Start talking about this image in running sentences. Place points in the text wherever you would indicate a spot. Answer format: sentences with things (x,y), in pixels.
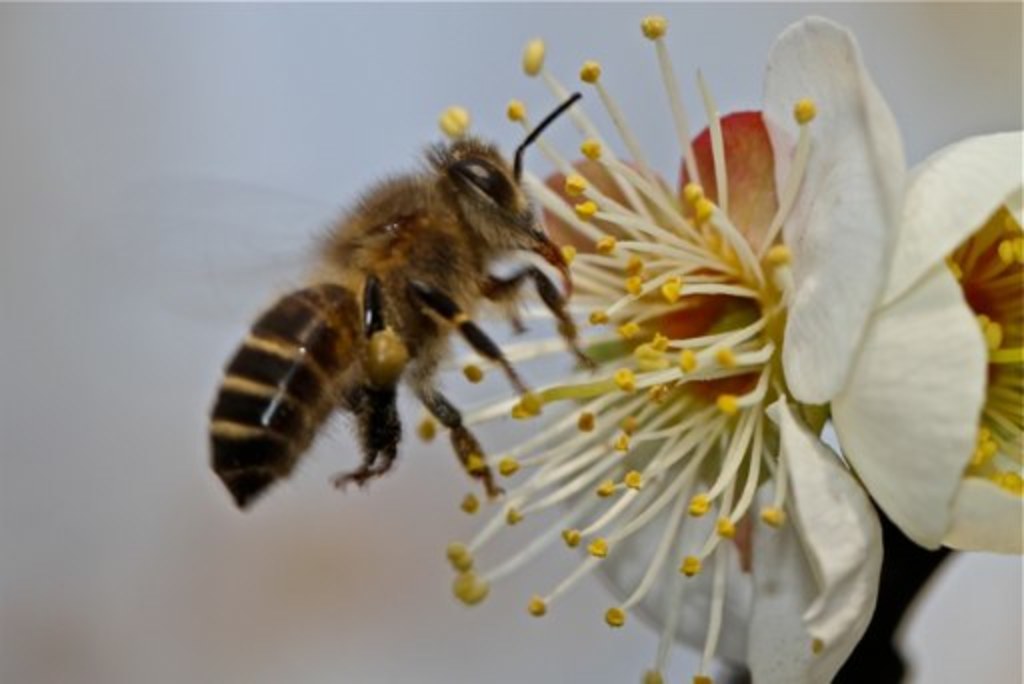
In this image I can see an insect (414,325) which is cream, black and brown in color is on a flower (671,314) which is cream, yellow and red in color. I can see the blurry background (185,390).
